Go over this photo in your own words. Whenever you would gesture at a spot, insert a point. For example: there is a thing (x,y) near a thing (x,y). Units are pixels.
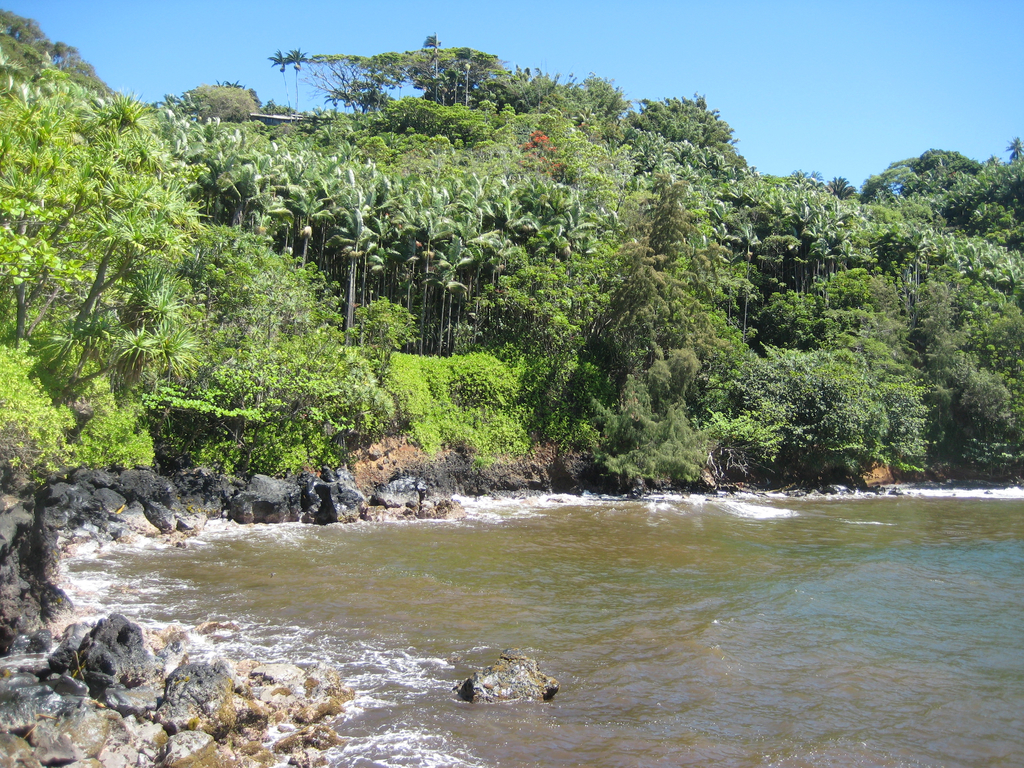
In this picture I can see water (634,606). I can see rocks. I can see trees (540,255). I can see the sky (625,43).
